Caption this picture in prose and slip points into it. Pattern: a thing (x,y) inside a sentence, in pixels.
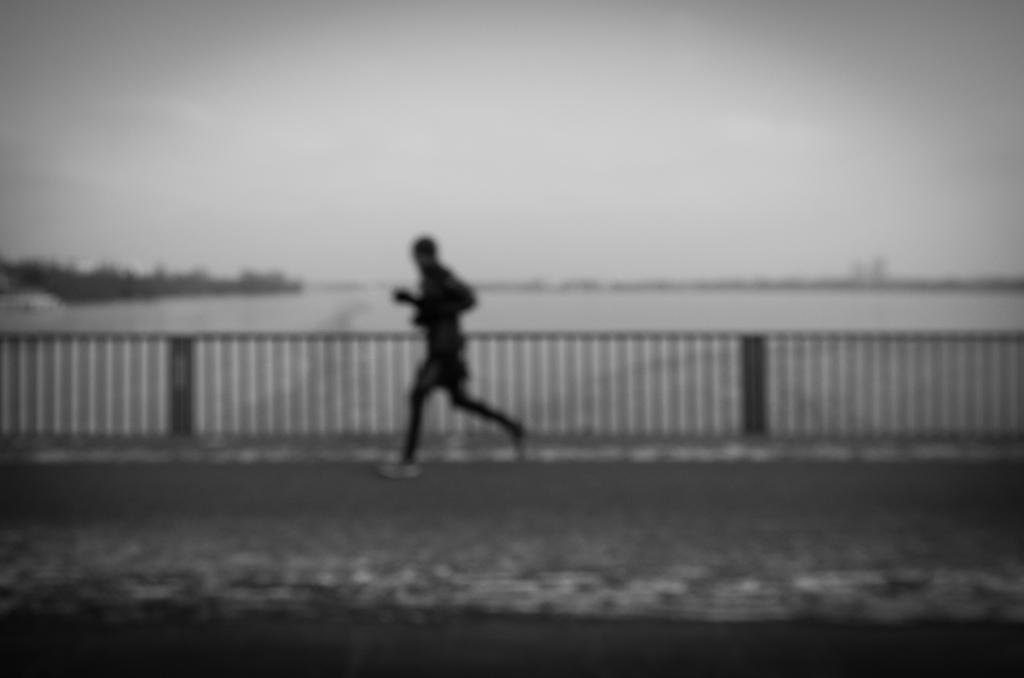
This picture is clicked outside. In the center (521,399) there is a person (418,401) seems to be running on the ground (481,447) and we can see the fence (723,377). In the background (555,163) there is a sky (632,168) and some other items (179,287).
